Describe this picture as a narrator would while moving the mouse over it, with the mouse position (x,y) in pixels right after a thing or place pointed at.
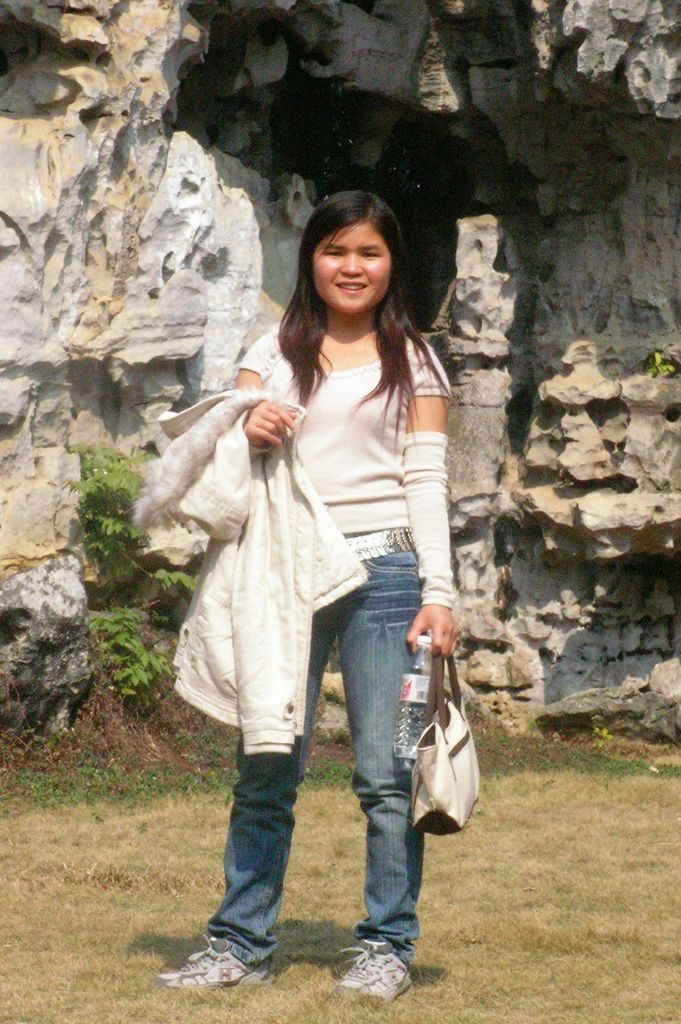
As we can see in the image there is a woman (390,603) holding handbag (445,785).
